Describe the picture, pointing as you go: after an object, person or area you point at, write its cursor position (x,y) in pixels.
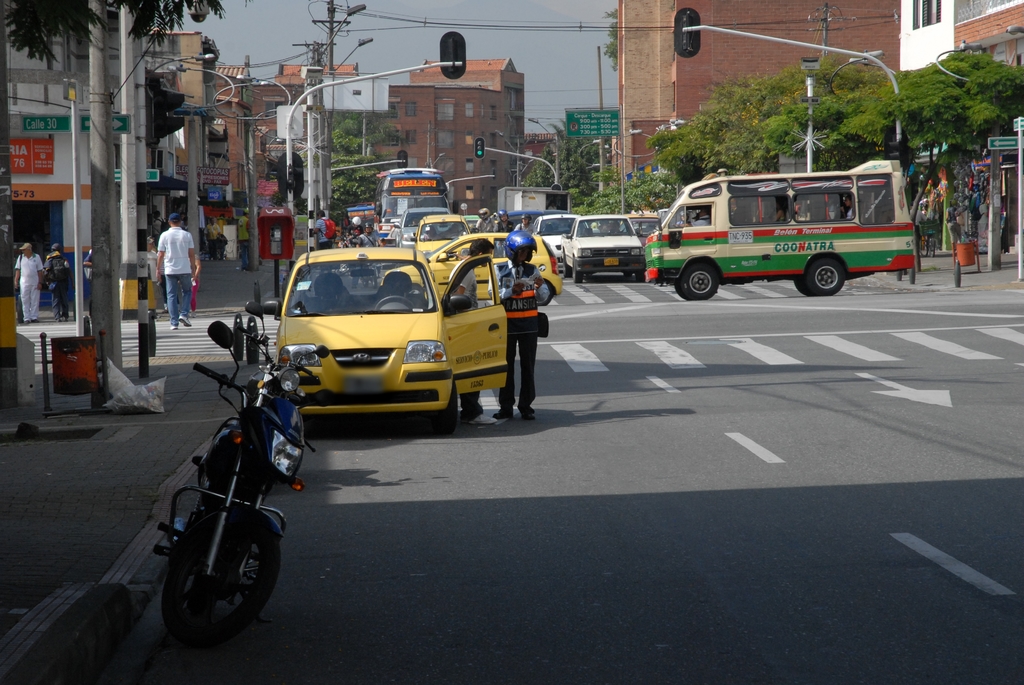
In this image we can see vehicle (366,374) on roads (336,538). There are many people (246,226). On the sides of the road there are electric poles (245,95) with wires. Also there are buildings (425,87) and trees (741,130). And there are sign boards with poles (322,207). And there are boards (32,148) with some text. In the background (229,13) there is sky (277,10). And there is a sidewalk (139,470) on the left side (160,468). On the sidewalk (153,468) there are few items (81,355).
